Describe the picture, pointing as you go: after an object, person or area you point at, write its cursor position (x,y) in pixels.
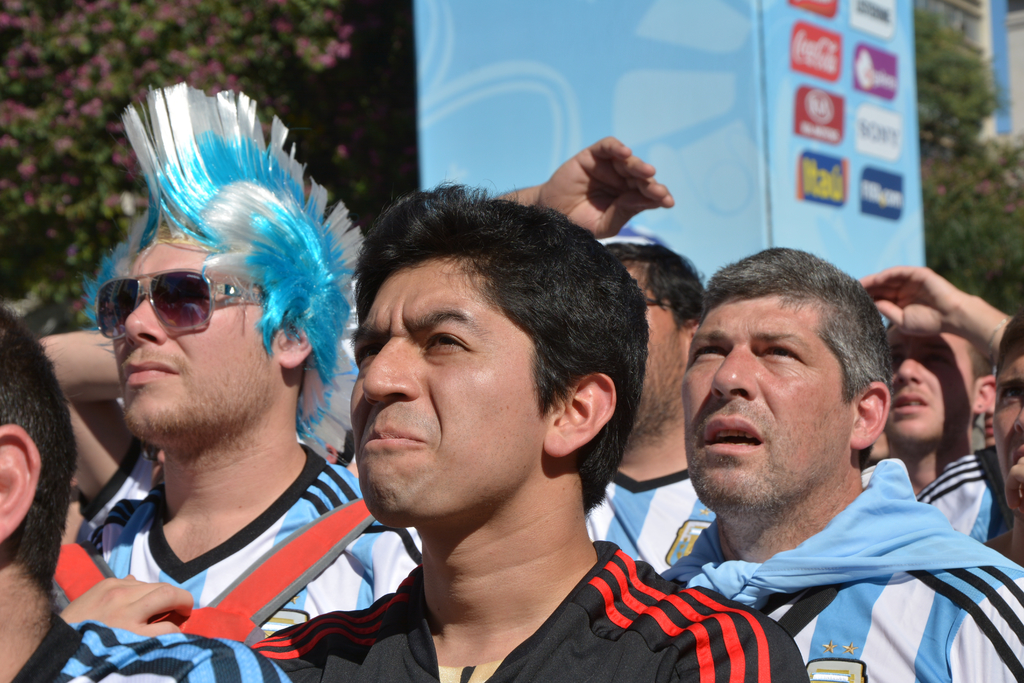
In this picture I can see few people (453,409) are standing and I can see a board (697,144) with some text (800,51) and few trees (954,136) and a building (984,30) in the back (923,111) and I can see a man (157,337) is wearing spectacles (193,311).
